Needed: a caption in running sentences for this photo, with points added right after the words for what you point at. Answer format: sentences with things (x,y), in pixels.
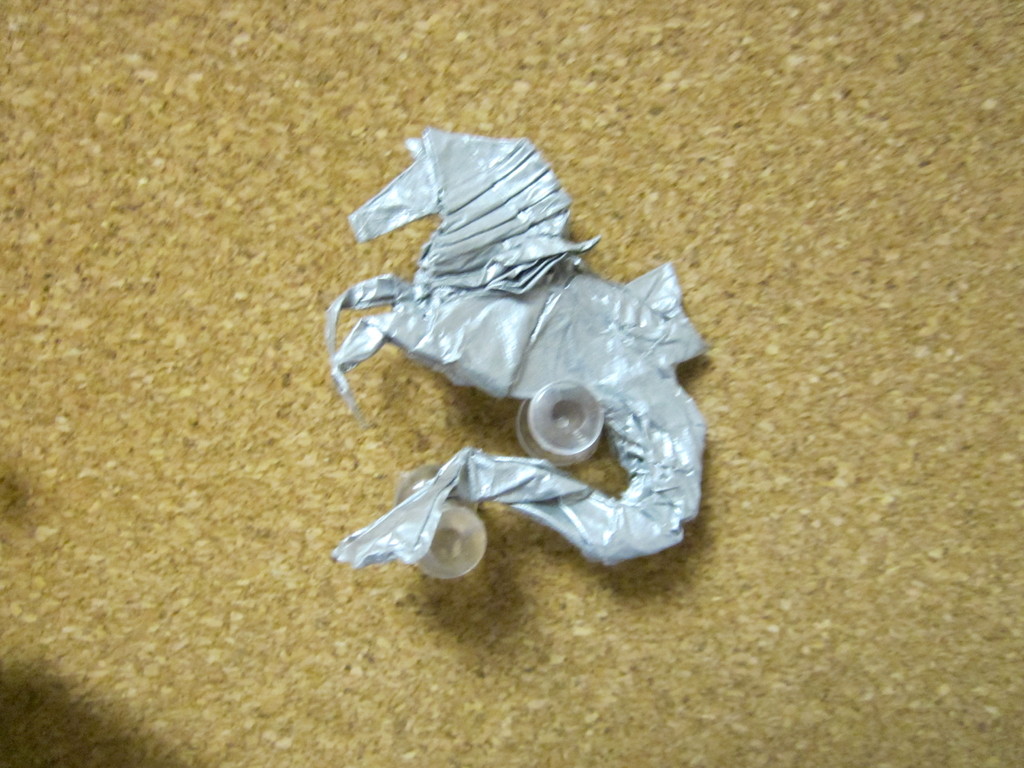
We can see paper craft (359,550) and white objects (529,441) on the surface (502,43).
